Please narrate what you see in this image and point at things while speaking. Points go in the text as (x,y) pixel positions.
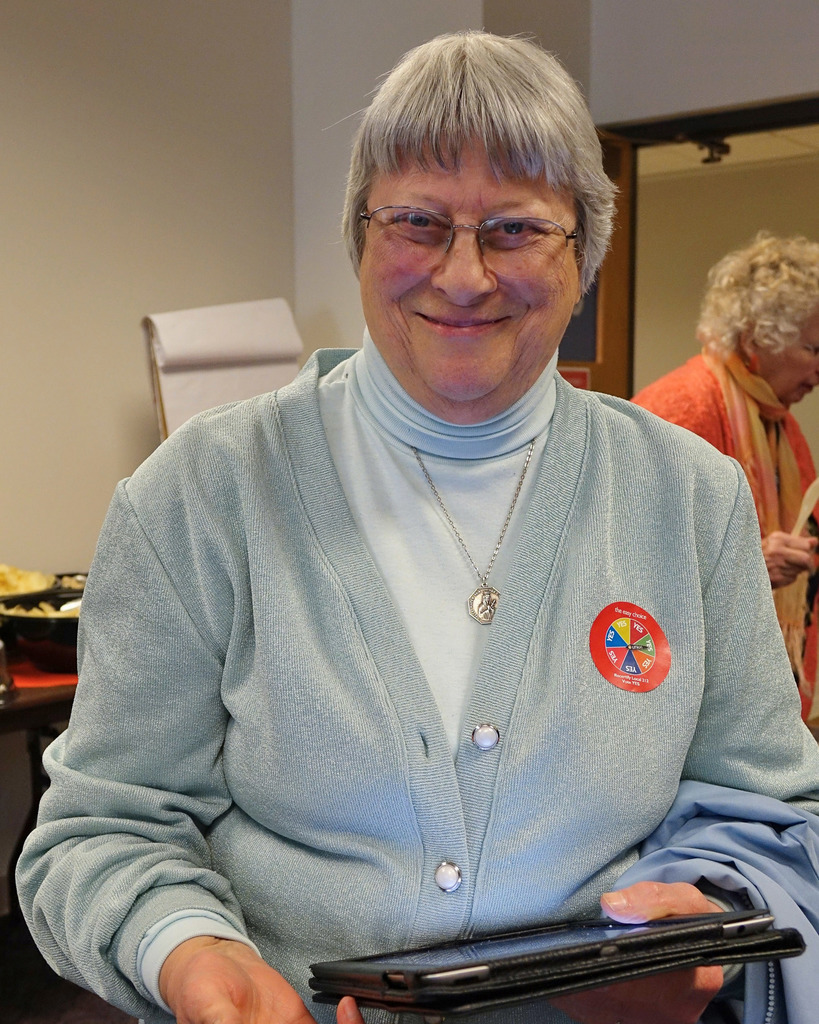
In the image there is a lady (468,668) with spectacles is holding a tab (385,1008) in the hand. Behind her there is another lady (758,422) standing. And also there is a table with a few items (41,588) on it. There are papers (174,356). In the background (371,19) there is a wall (750,71) and a room (643,250).
